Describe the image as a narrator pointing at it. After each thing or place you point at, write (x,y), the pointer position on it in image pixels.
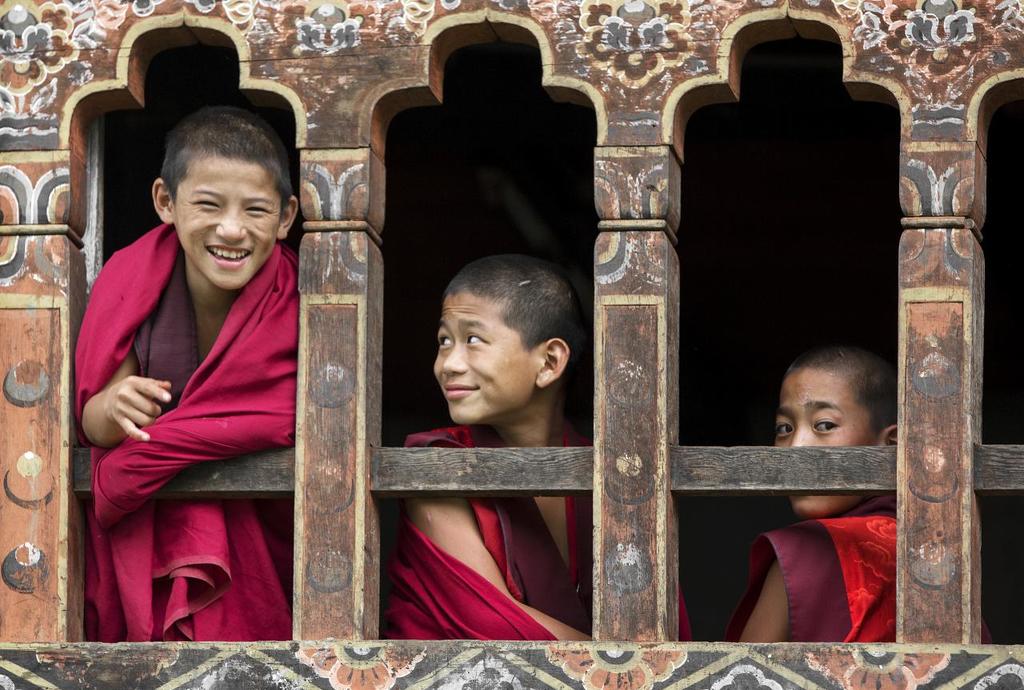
In this picture we can see three boys (553,294), windows (898,481) and in the background (775,185) it is dark.
